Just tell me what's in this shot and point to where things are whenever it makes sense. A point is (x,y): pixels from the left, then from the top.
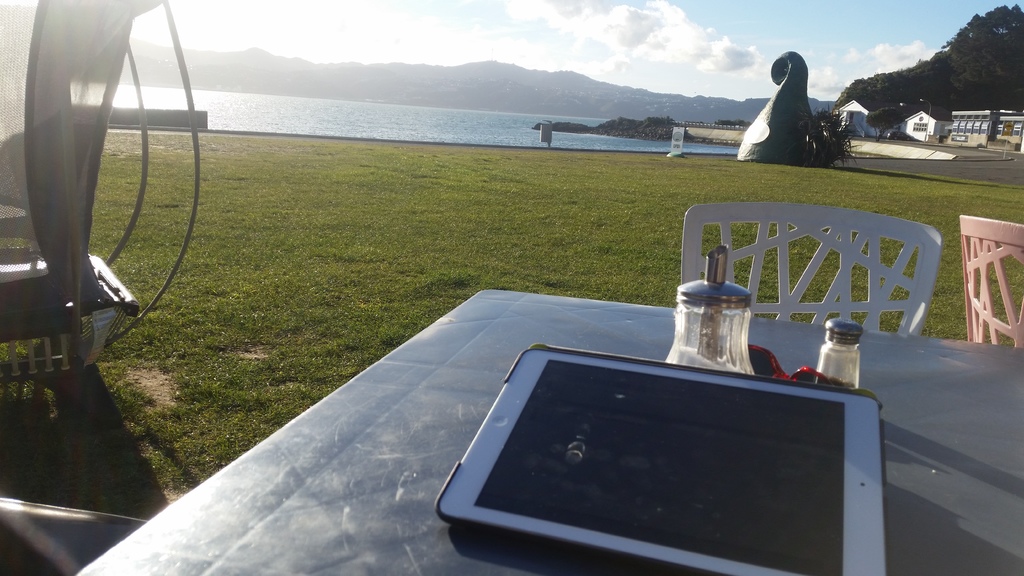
In the foreground (691,413) I can see chairs (717,207), a table (438,376) on which tab (753,549) and jars (857,359) are kept. In the background (573,244), I can see grass (435,243), some objects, buildings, water (500,112), boards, trees (913,102), mountains (555,93), fence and the sky (724,37). This image is taken may be near the ocean (703,150).
